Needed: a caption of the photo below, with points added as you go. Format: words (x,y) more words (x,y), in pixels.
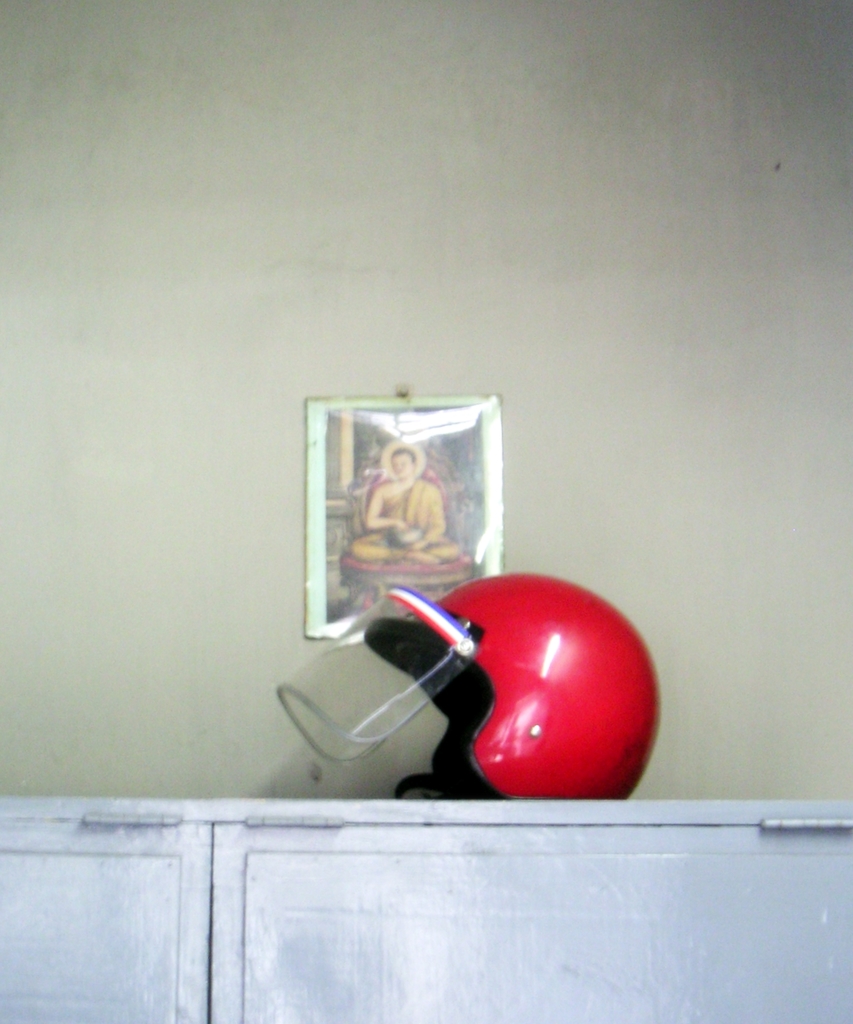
In the image we can see there is a red colour helmet (451,683) kept on the table (393,823) and there is a photo frame (460,447) on the wall (602,332). The wall (362,347) is in white colour.
